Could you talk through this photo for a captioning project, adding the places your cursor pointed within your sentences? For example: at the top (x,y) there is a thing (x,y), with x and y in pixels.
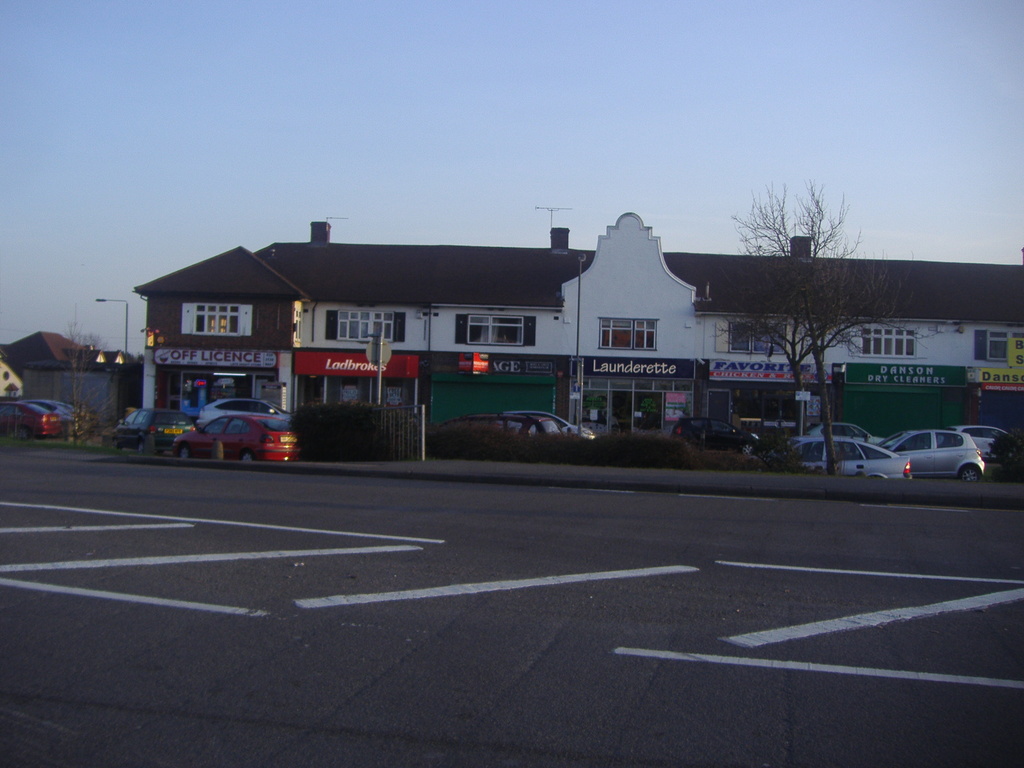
In this image, we can see a building (662,359) and some cars (204,438) beside the road (596,492). There is a tree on the right side of the image (786,326). In the background of the image (82,229), there is a sky (440,114).
